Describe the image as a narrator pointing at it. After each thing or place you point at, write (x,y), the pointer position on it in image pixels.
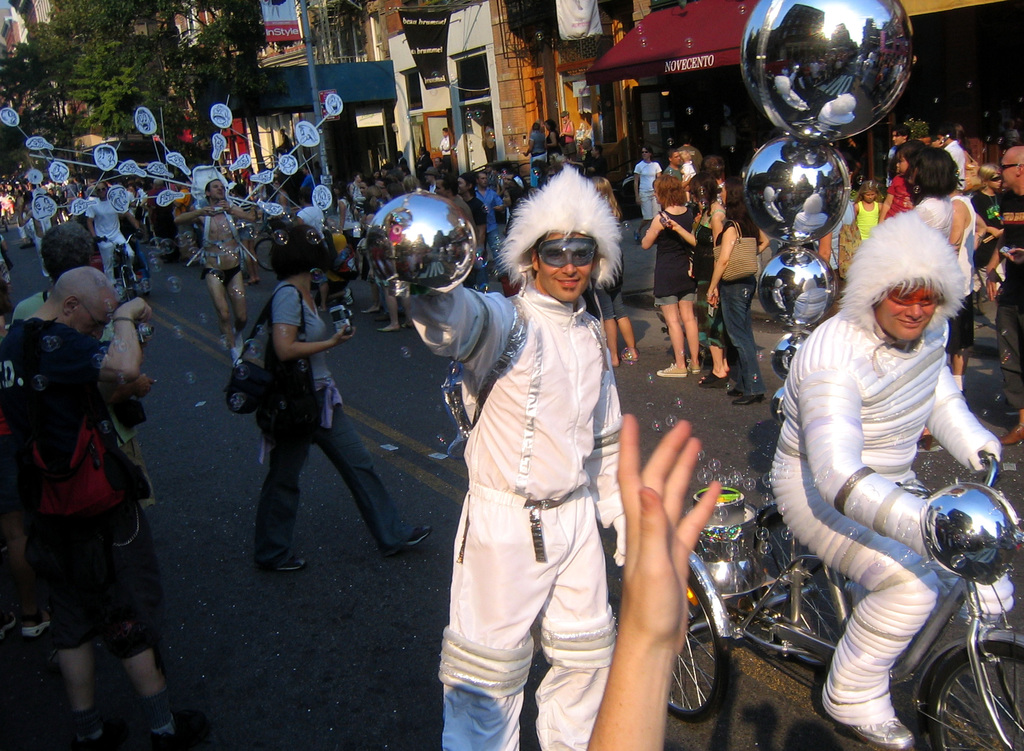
In this picture we can see a group of people (366,516) on the ground (328,544), here we can see bicycles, buildings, trees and some objects (243,397).
